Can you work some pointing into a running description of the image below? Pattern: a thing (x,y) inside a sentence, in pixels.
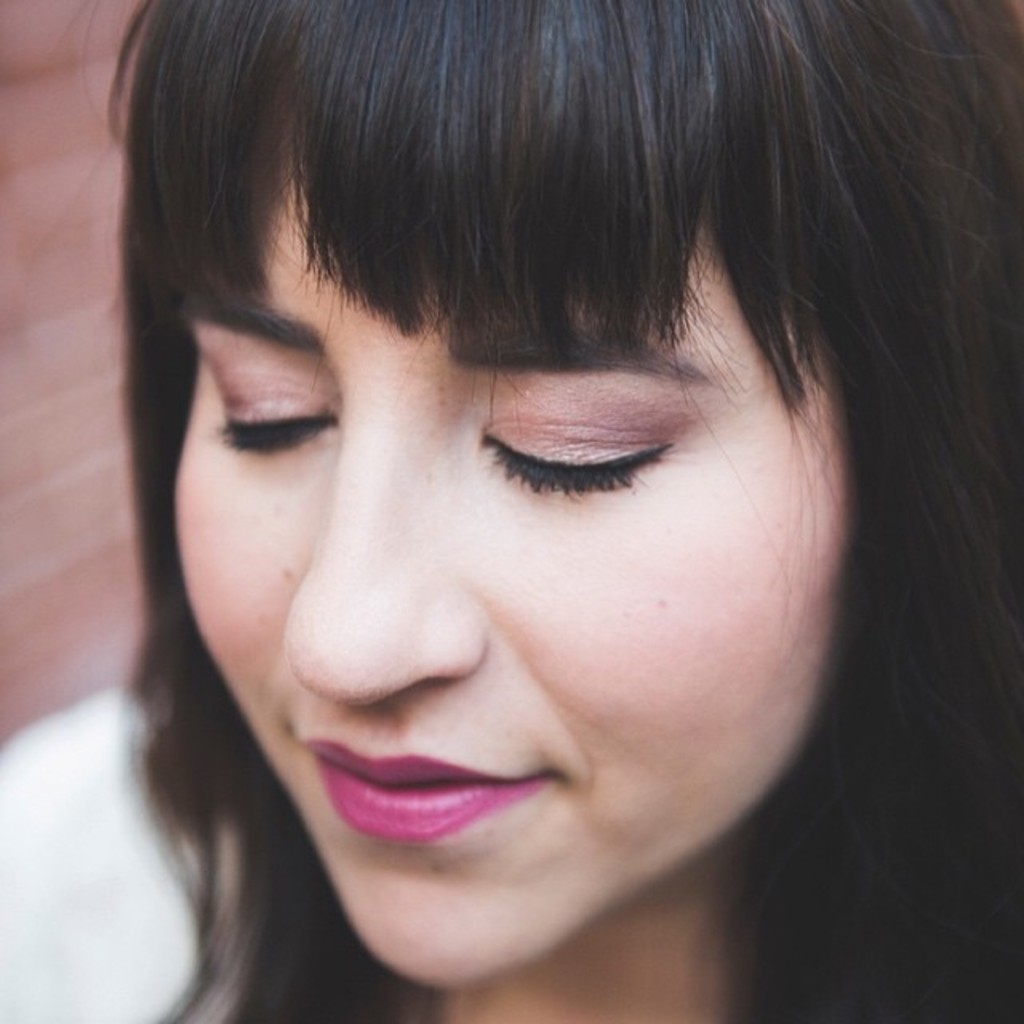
In this image I can see a woman (768,499) facing towards the left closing her eyes (677,396).
